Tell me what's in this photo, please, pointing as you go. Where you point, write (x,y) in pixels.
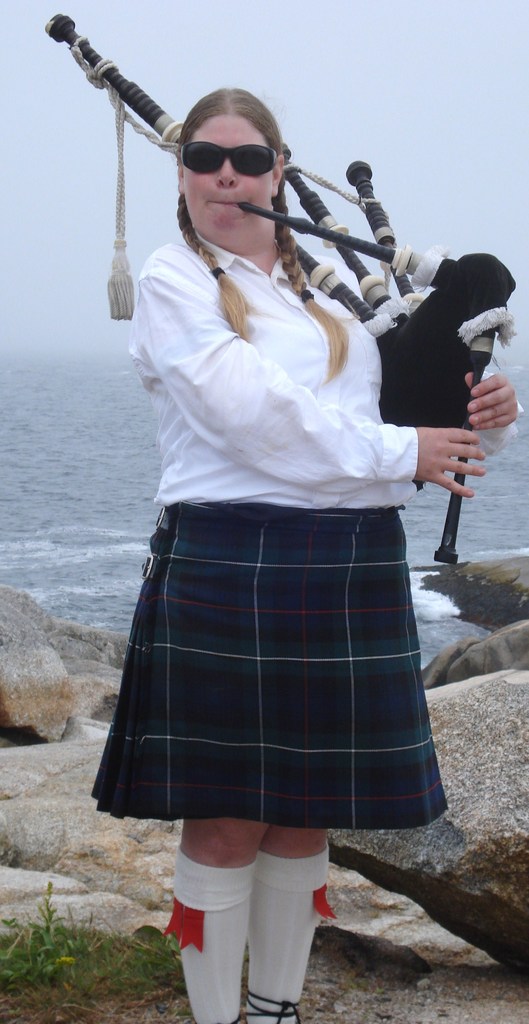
In the middle of this image (321,400), there is a woman (276,240) in a white color shirt (321,400), playing a musical instrument (426,299) and standing on a ground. In the background (478,791), there are rocks (3,611), the ocean (101,502) and there are clouds (40,113) in the sky (267,87).
